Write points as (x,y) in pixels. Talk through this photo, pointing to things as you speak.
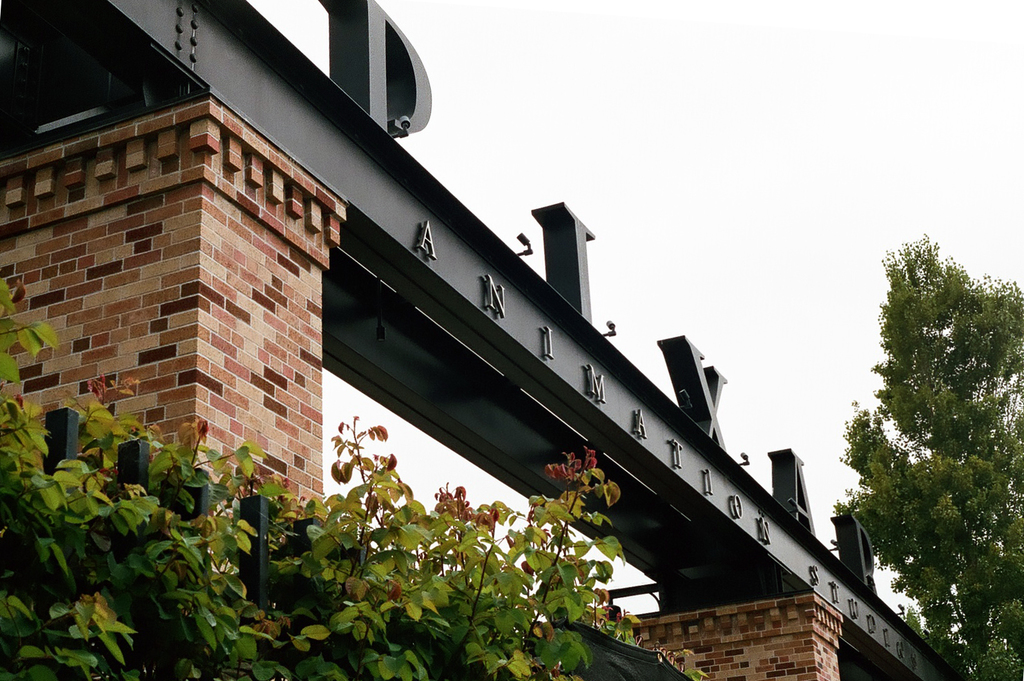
These are the trees (272,603) in the left side of an image (257,629) and it is a construction (471,307) which has name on it. At the top (465,161) it's a cloudy sky (685,85).
